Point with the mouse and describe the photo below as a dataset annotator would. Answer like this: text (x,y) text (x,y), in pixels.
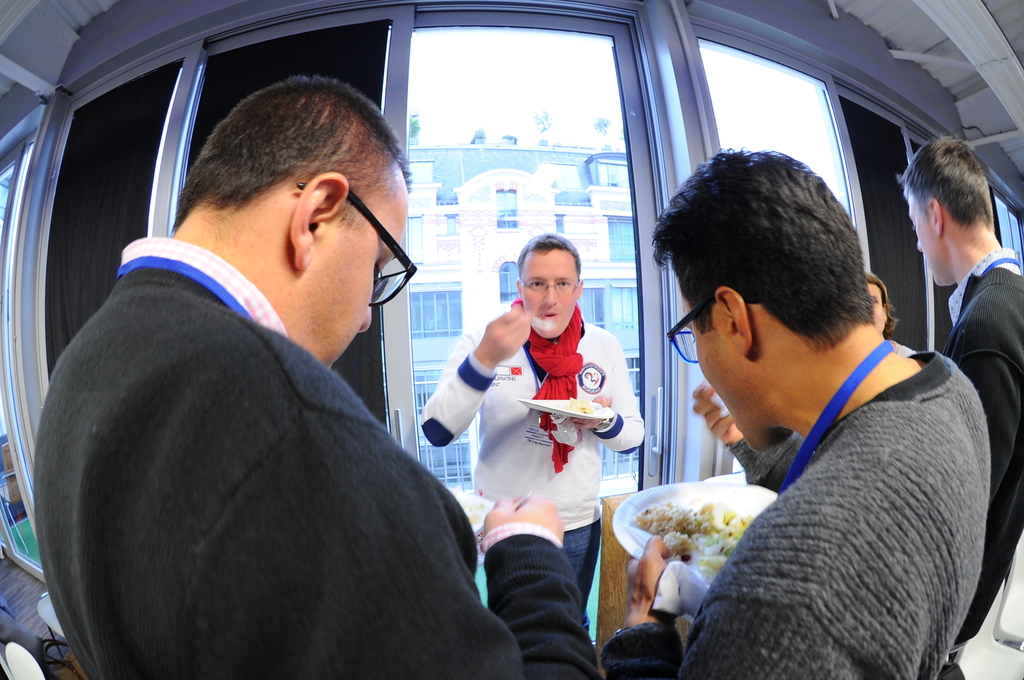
In the foreground of the picture (543,264) we can see group of people (792,536), they are holding plates (648,535) and eating food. In the middle of the picture (349,349) we can see window blinds (348,58), windows (562,61) and door (533,204). In the background (496,189) we can see building (487,169) and sky (549,90).
